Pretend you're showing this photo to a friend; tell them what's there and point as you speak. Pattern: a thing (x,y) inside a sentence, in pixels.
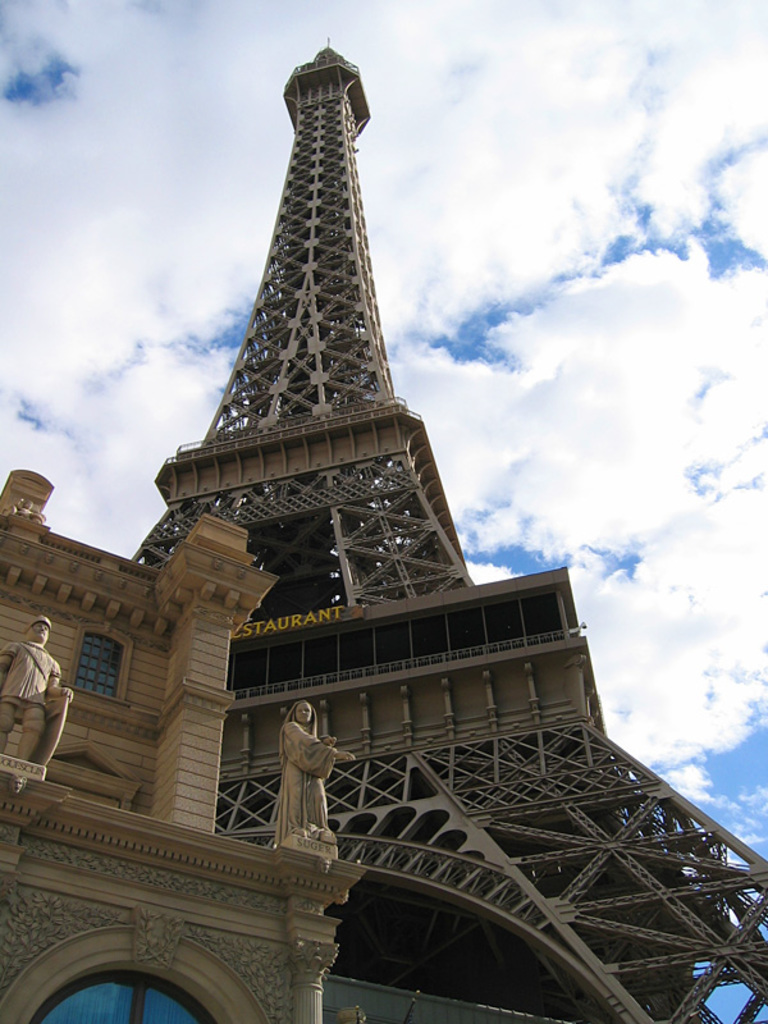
In the center of the image (300,466) there is an eiffel tower (331,634). On the left side of the image (213,875) we can see building (239,892). In the background (229,48) there are clouds (607,265) and sky (731,781).
